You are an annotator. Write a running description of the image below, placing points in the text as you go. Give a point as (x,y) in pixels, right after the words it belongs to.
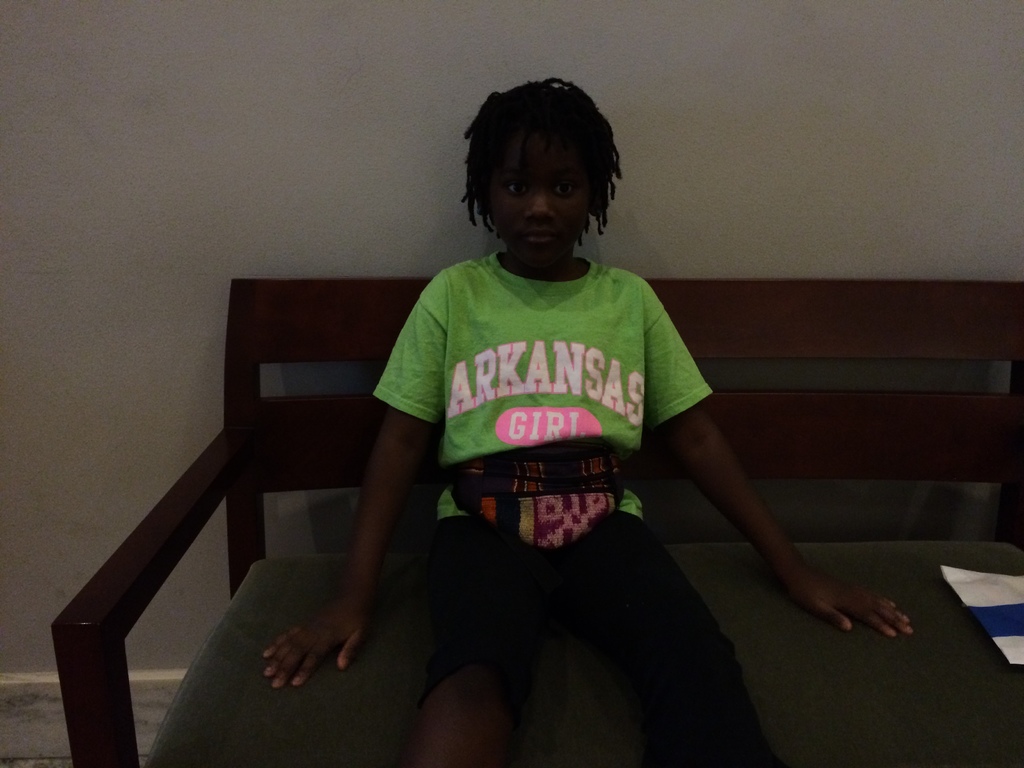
In this image we can see a girl (493,163) is sitting on the bench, she is wearing the green t-shirt (506,329), at back (426,53) here is the wall (731,164).
